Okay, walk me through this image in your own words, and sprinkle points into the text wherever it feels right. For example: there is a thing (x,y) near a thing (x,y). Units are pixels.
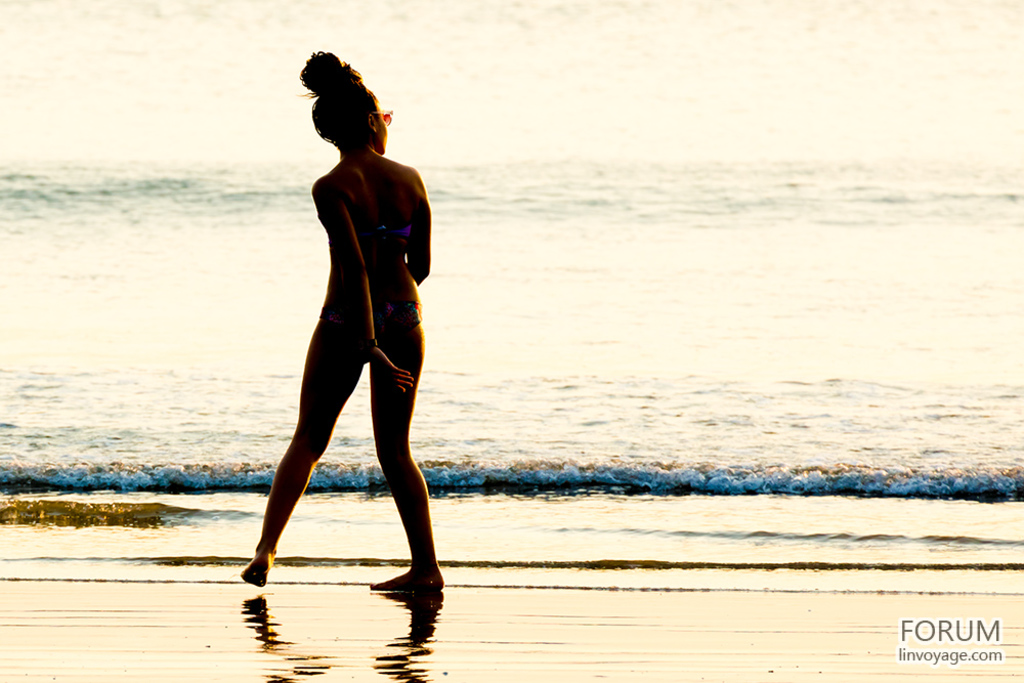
There is a woman (293,492) walking and wore glasses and we can see water (670,277). Bottom right side of the image (962,630) we can see text (958,641).
